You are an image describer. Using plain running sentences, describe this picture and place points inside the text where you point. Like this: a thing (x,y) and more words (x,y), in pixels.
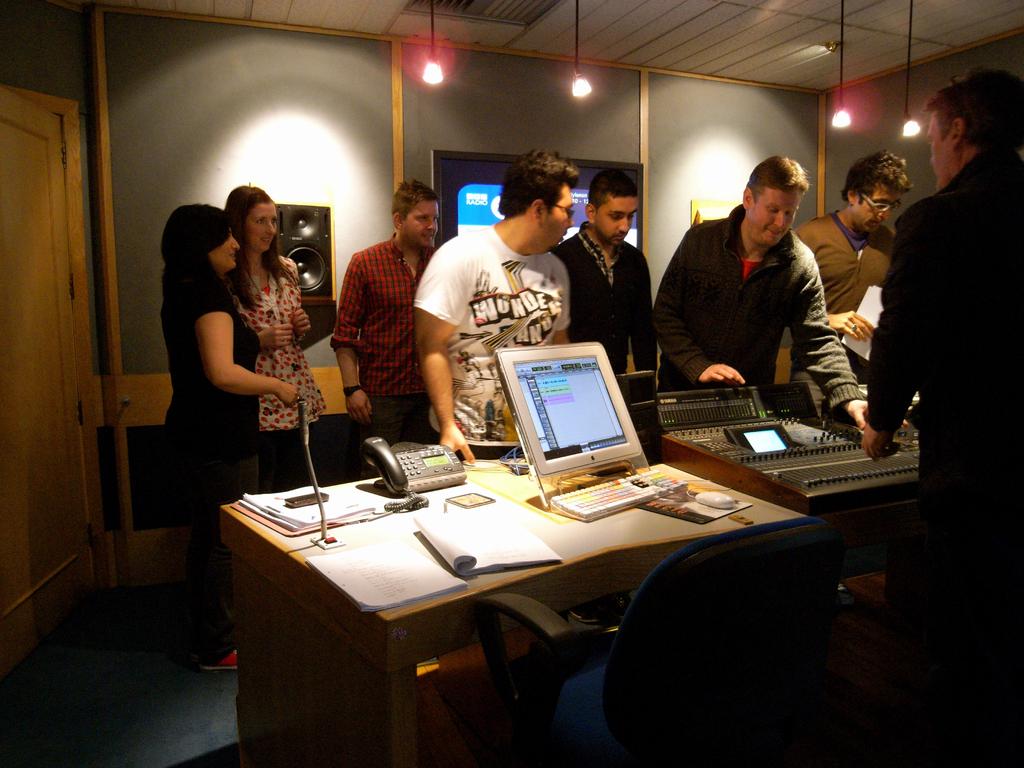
In the image we can see there are people (410,387) who are standing and in front of them there is a table (616,523) on which there is a monitor (545,397), telephone (417,485) and other instrument (805,464).
